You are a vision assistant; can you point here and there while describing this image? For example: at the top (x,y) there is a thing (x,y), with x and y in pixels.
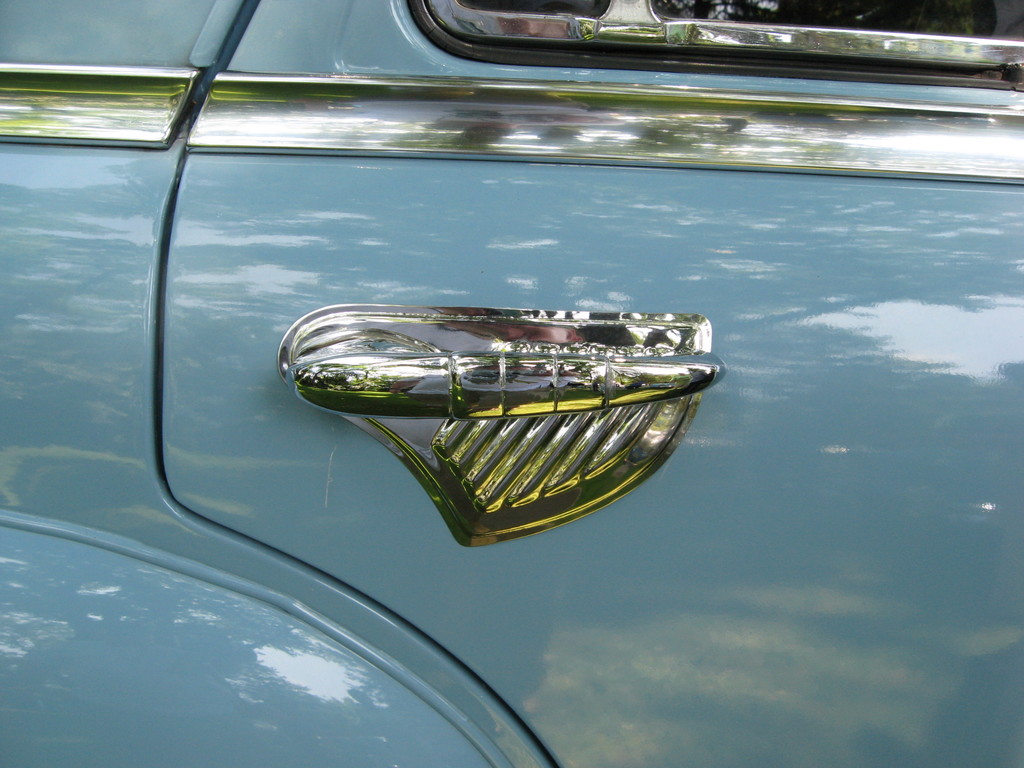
In the image we can see there is a car door (670,500) and there is a handle (392,377) for the car door (392,516).
